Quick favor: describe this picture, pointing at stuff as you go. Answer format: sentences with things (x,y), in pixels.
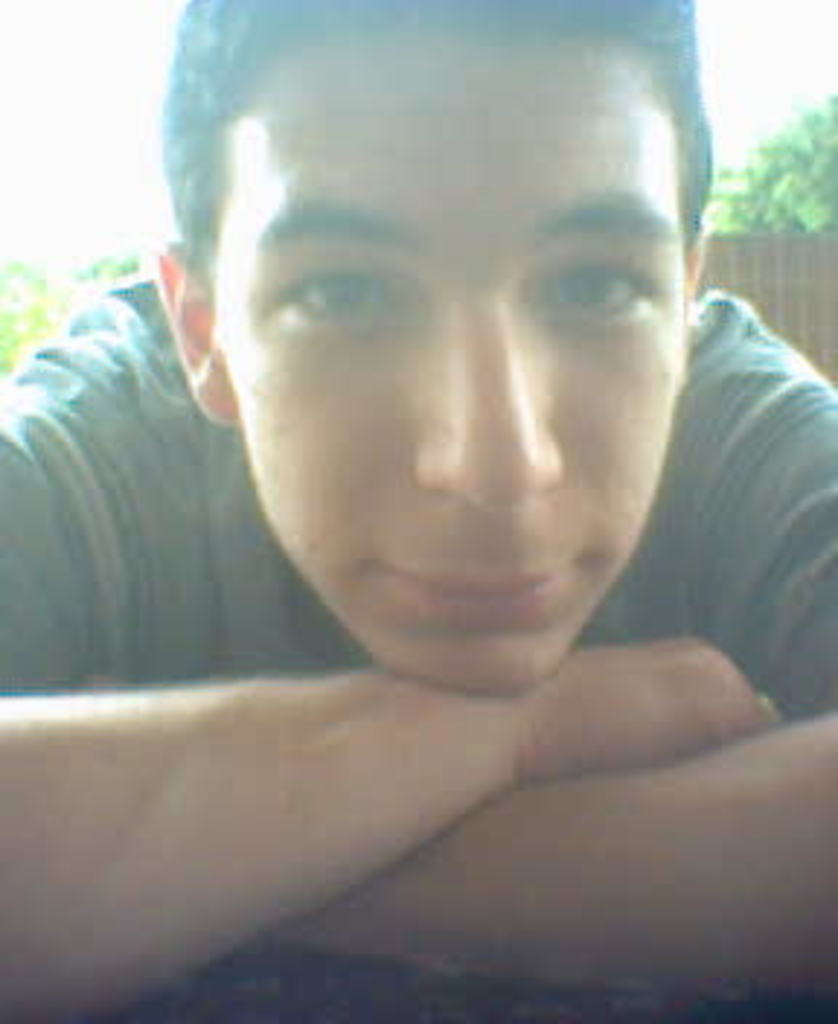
In this we can see a person (404,448) and a wall (784,264), also we can see a few trees (787,185).
